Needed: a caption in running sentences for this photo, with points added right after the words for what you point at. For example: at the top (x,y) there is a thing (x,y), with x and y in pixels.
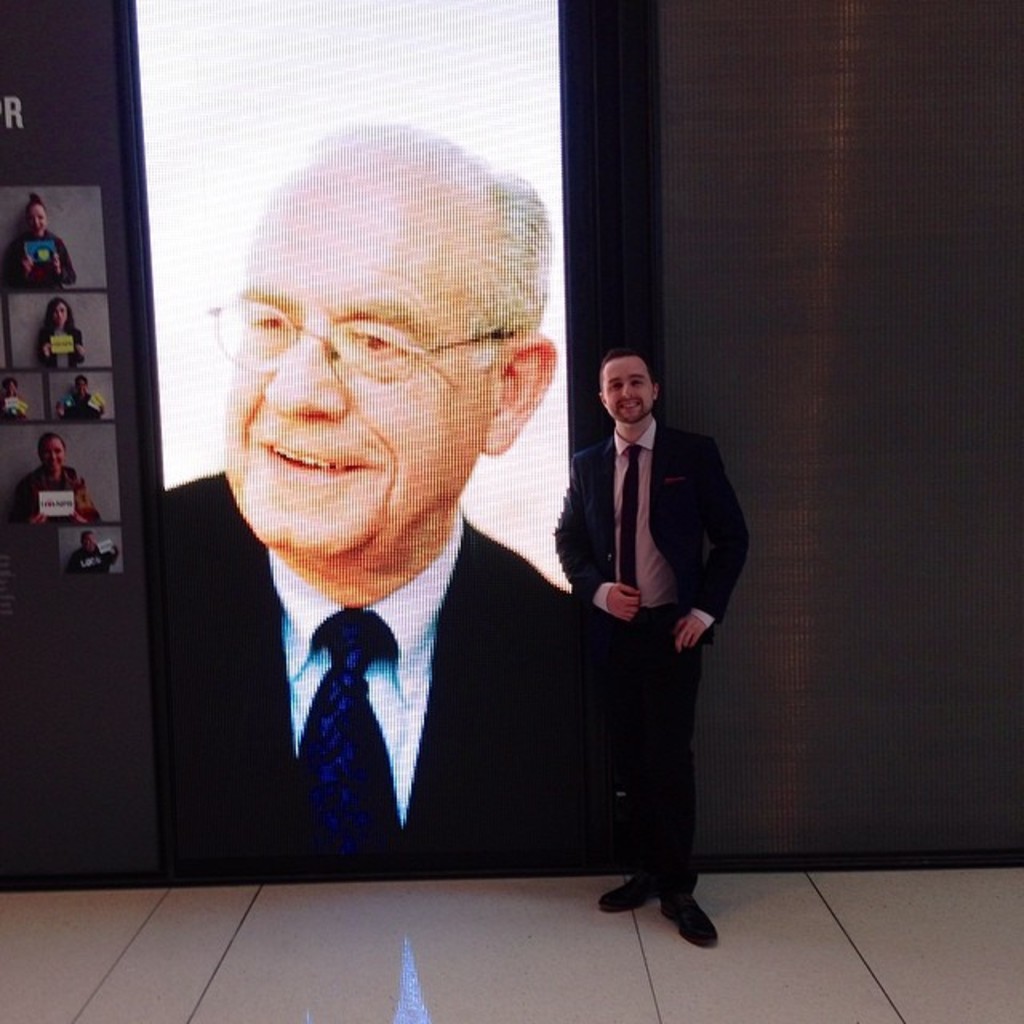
In this image we can see a person (642,563) standing on the floor (765,892). On the backside (435,644) we can see a picture (412,657) of a person (440,686) on a wall (138,662). On the left side (67,518) we can see some pictures (71,560) of people (80,571) holding boards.
